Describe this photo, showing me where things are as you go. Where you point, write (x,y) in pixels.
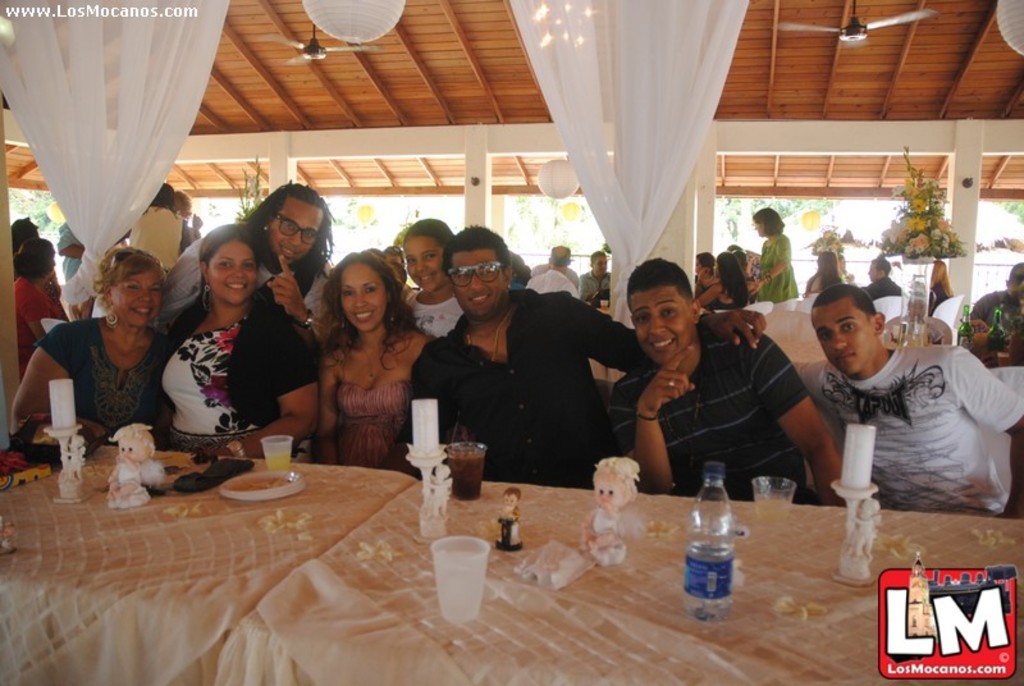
In this image we can see persons (558,394) who are sitting and standing on the floor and tables (740,501) are placed in front of them. On the tables (302,504) we can see dolls (607,492), candles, candle holders (77,437), disposable tumblers (467,574) and disposable bottles (690,562). In the background (560,79) we can see curtains (190,113), ceiling fans (372,51), lanterns (340,25), bouquets (903,217), shed (375,110) and trees (781,212).
